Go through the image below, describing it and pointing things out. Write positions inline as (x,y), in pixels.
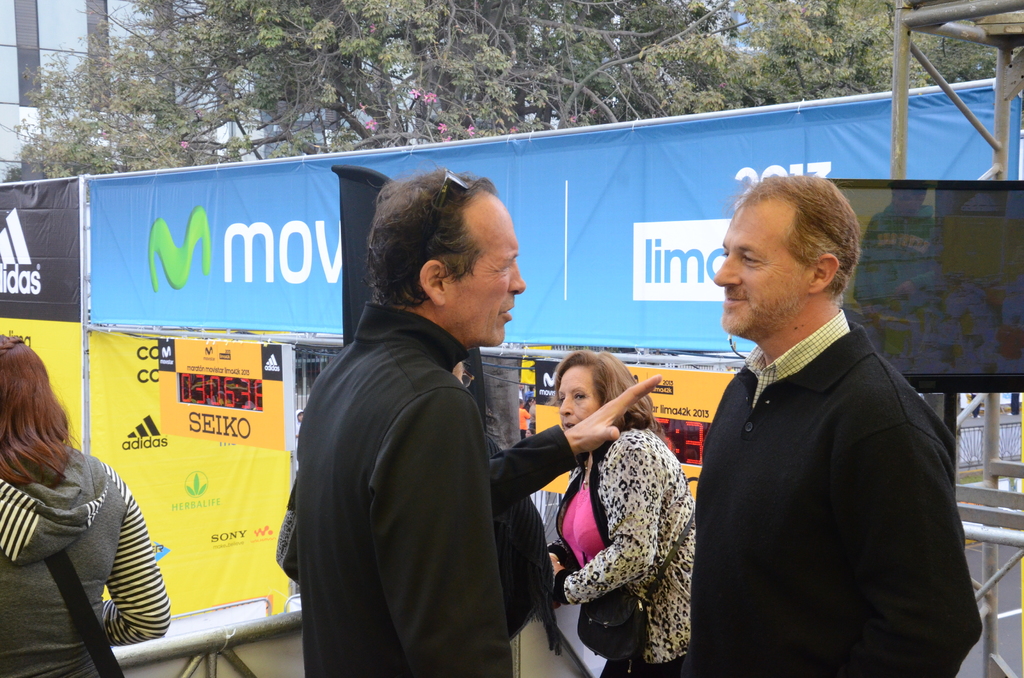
In the middle of the image (496,281) few people (414,303) are standing. Behind them we can see some banners (607,178). At the top of the image (801,0) we can see some trees (800,15). Behind the trees (446,56) we can see some buildings (50,50).
